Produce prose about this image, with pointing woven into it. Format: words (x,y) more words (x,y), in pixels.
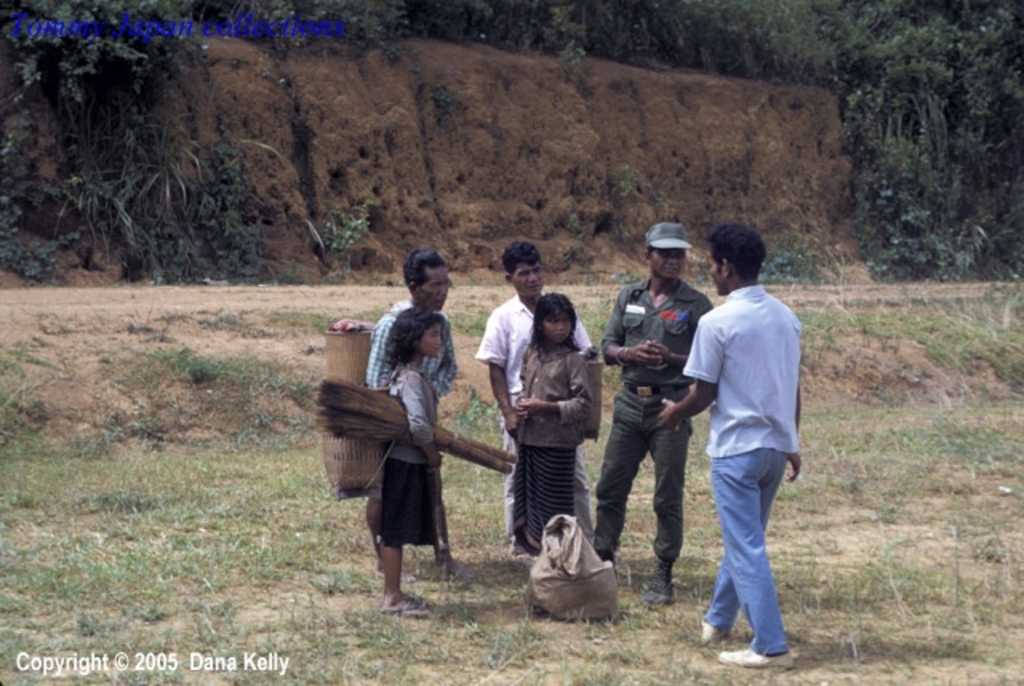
In this image I can see few people (535,354) are standing and few (403,508) are holding something. I can see a bag (586,600), trees (159,88), rock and dry grass (58,433).
